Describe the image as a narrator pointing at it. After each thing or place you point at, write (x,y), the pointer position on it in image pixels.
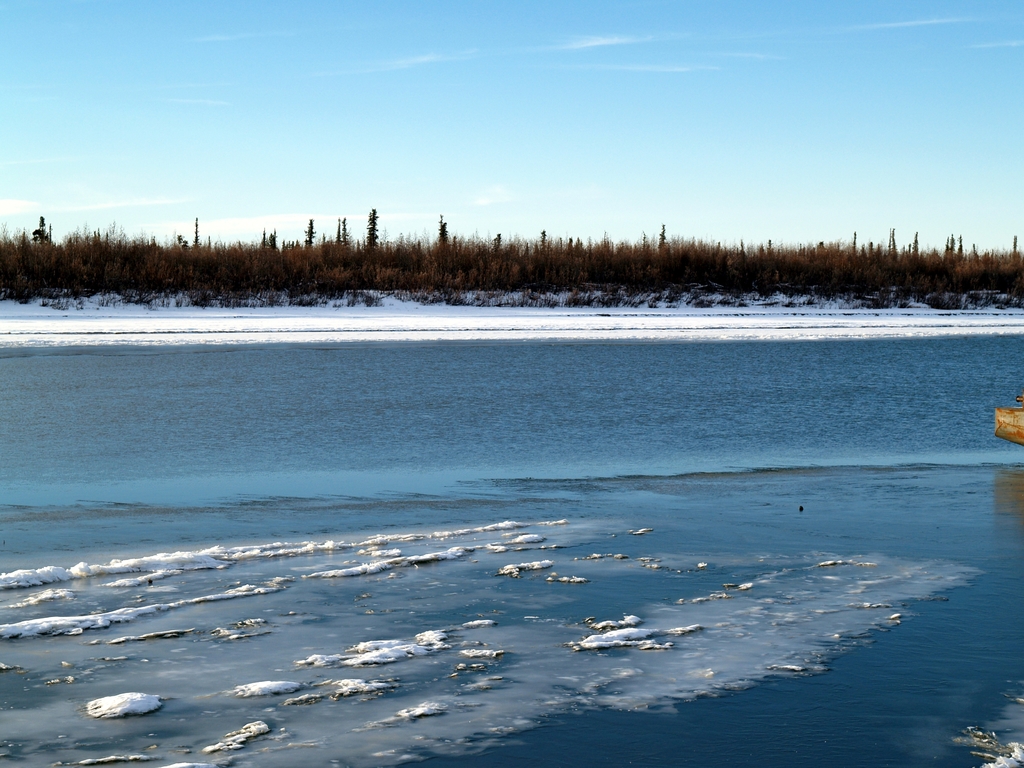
In this image we can see the water (512,376). In the background (483,279), we can see the trees (603,273), snow (487,314) and sky (487,101).
